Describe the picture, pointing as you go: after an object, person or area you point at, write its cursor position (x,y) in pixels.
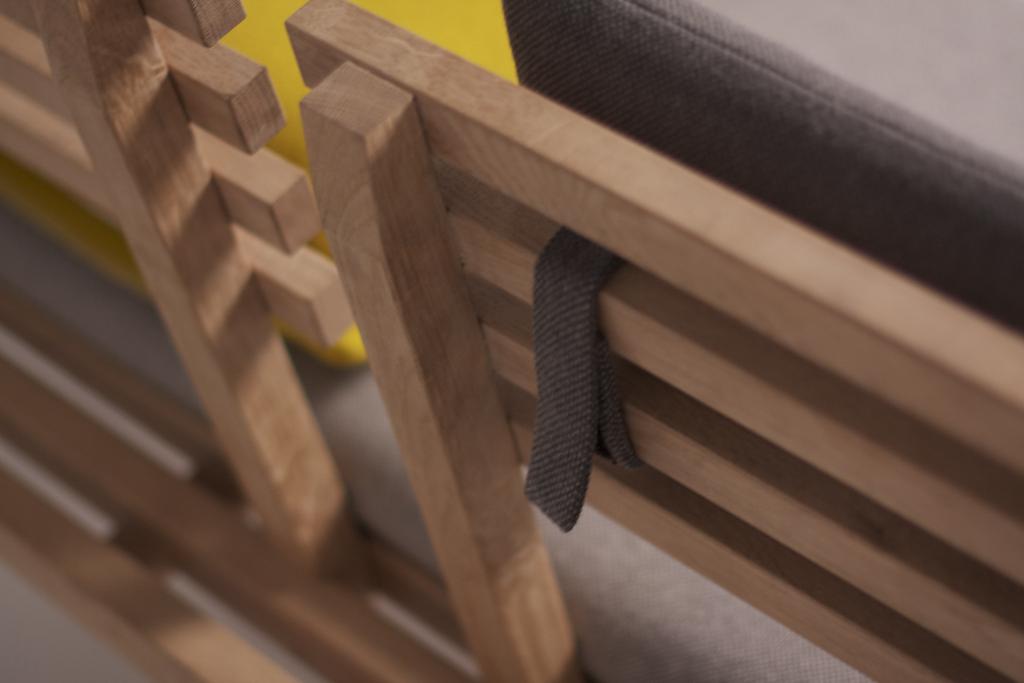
In this picture, we see the wooden bench (389,326). In the right top (780,160), we see an object (763,103) in black color. Beside that, we see an object (277,73) in yellow color. At the bottom (428,533), it is blurred.
